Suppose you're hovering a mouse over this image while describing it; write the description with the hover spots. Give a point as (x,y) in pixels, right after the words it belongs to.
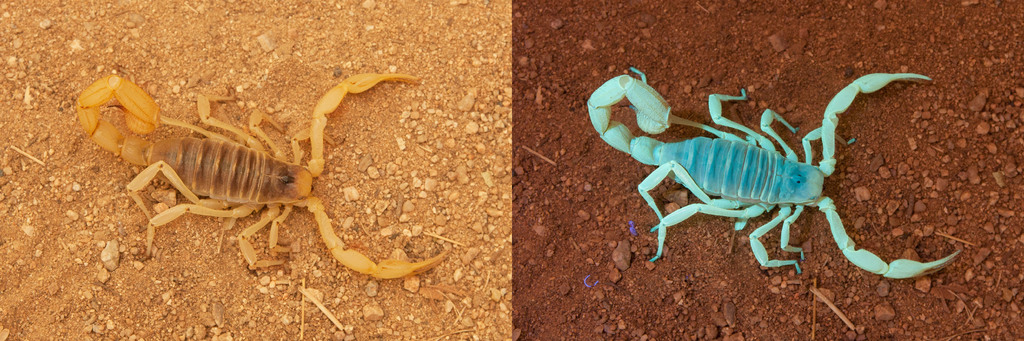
This is a collage image, in this image there are two scorpions (275,175) on the land (532,165).
